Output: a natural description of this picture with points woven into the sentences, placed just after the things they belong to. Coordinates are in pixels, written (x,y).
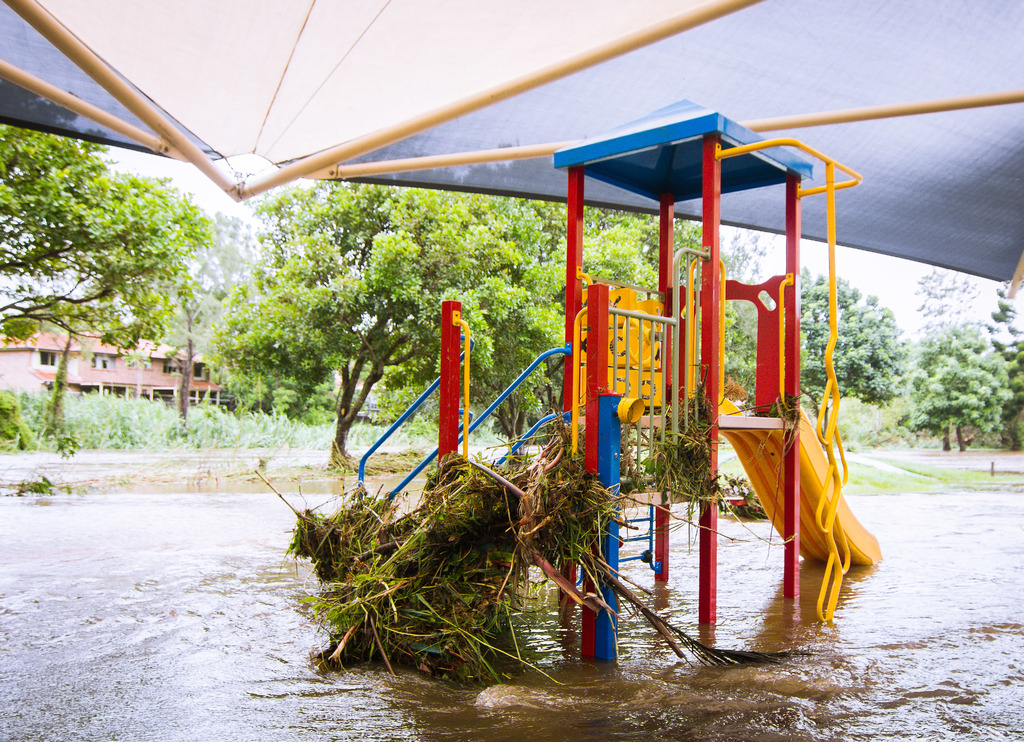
In the center of the picture (632,443) there is a slide (735,445) and grass (480,553). In the ground (173,555) there is water (911,504). On the left (137,380) there are buildings (92,369). In the background (244,407) there are trees (499,301) and plants (873,427). At the top (251,119) it is tent (952,211).
